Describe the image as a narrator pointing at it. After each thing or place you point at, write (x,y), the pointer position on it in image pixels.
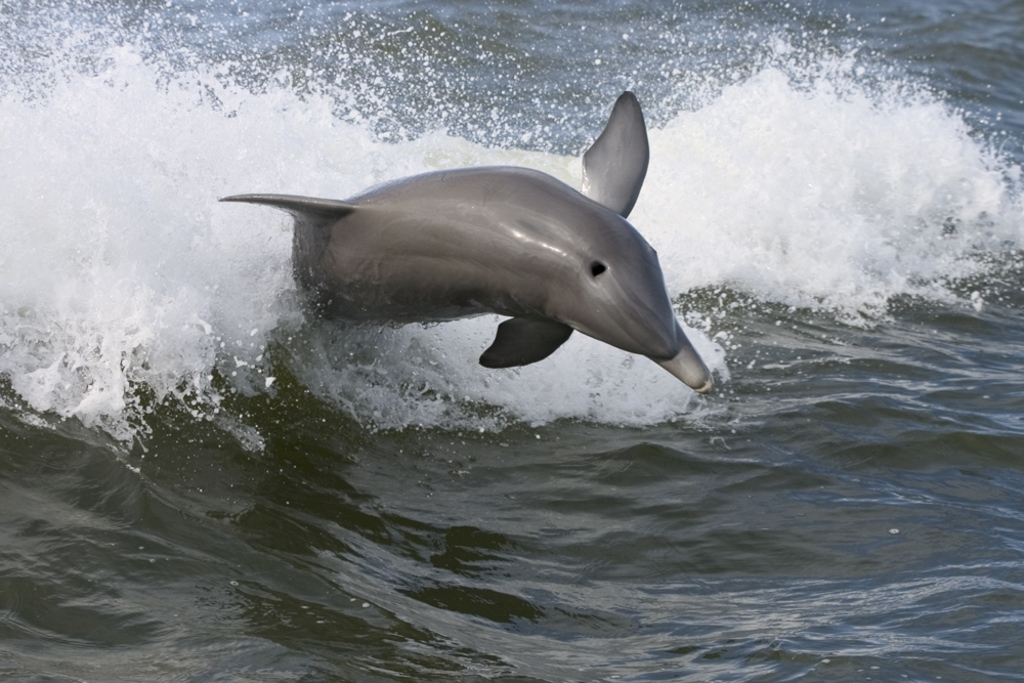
There is a dolphin (527,279) jumping in water (357,330).
